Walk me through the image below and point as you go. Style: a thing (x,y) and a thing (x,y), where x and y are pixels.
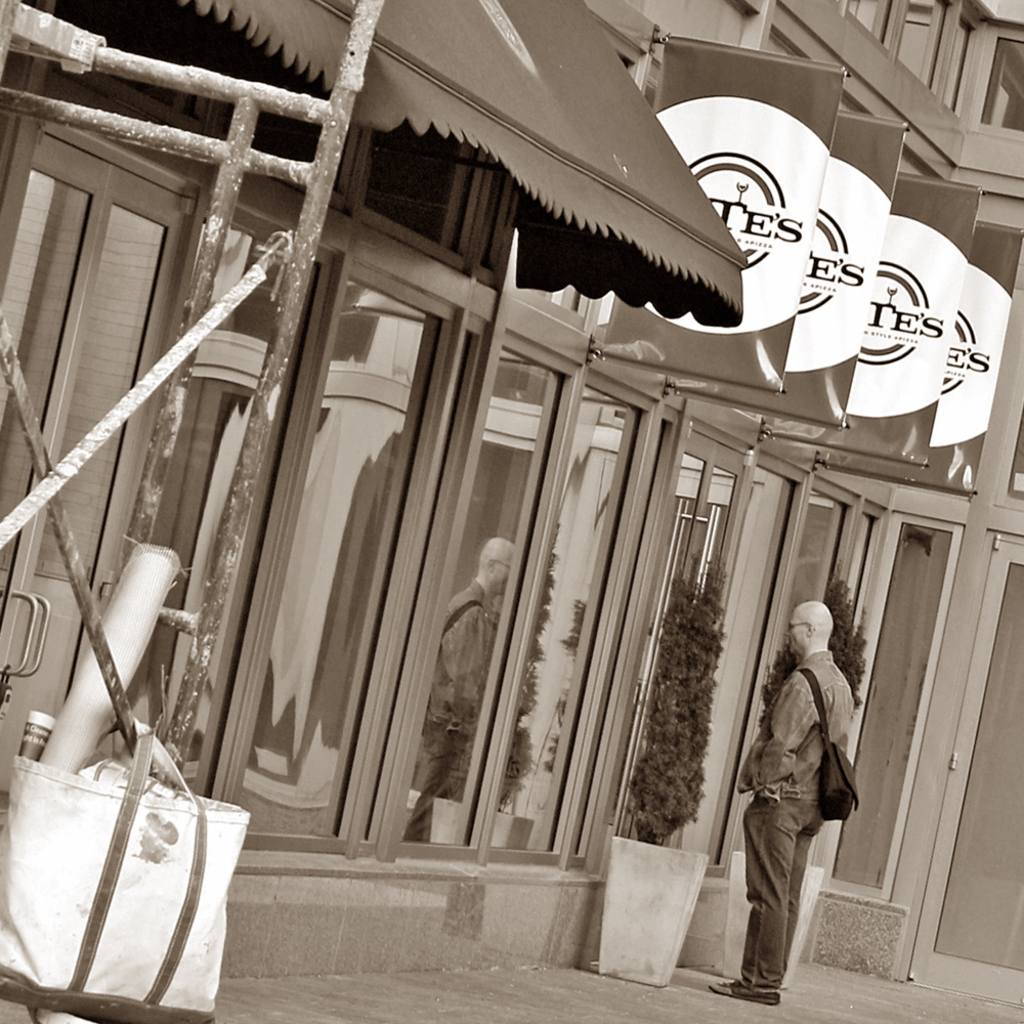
This picture is clicked outside the city. Here, we see a man (817,723) who is wearing black bag (851,780) is standing in front of mirror (726,478). Beside him, we see a plant (674,768). On the top of the picture (679,218), we see a tent (586,202) and four hoarding boards (845,305). In front of him, we see a building (409,541) and on left bottom (50,888), we see a bag (148,916) which is white in color.
